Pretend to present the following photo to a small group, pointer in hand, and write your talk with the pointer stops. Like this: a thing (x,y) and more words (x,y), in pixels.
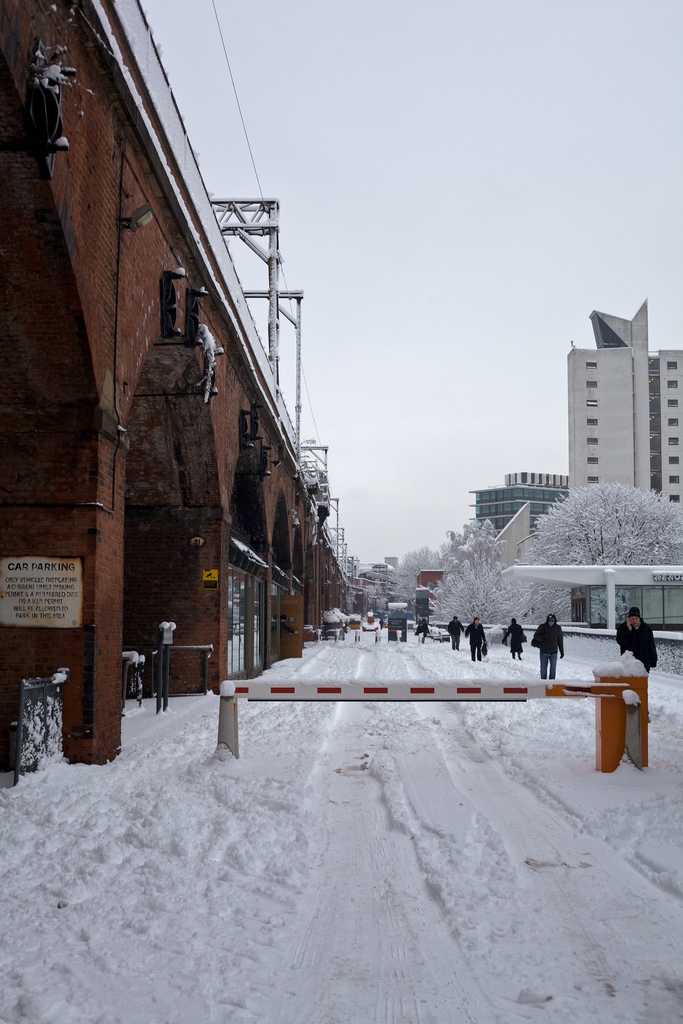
In this image we can see some buildings (347,592). We can also see a board (27,617) with some text (55,617) on it, some poles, a barricade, a wire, a group of trees (538,555) and some people (543,667) standing on the ground (504,771) which is covered with the snow (483,871). On the backside (477,278) we can see the sky (374,229) which looks cloudy.
